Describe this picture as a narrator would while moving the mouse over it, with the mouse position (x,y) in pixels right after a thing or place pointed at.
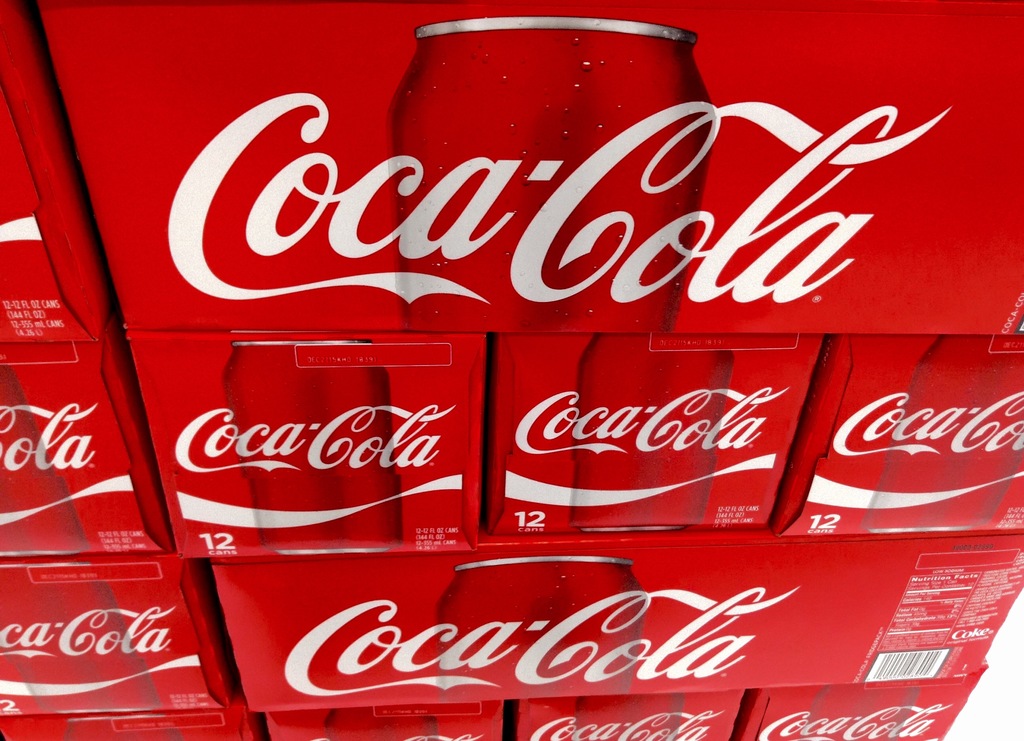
In this image we can see coke tin containers (460,484).
